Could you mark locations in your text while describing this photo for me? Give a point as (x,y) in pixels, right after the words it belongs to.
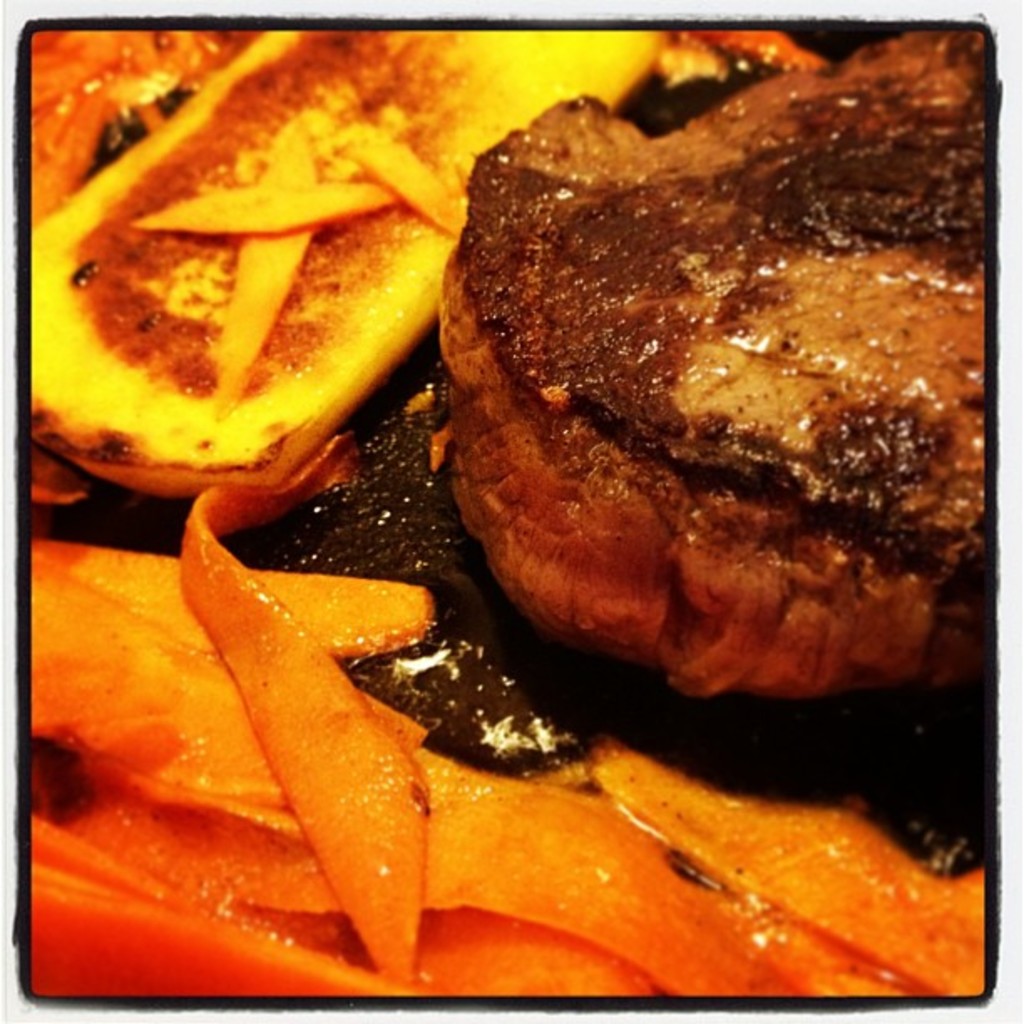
In this image we can see some food (492,526).
